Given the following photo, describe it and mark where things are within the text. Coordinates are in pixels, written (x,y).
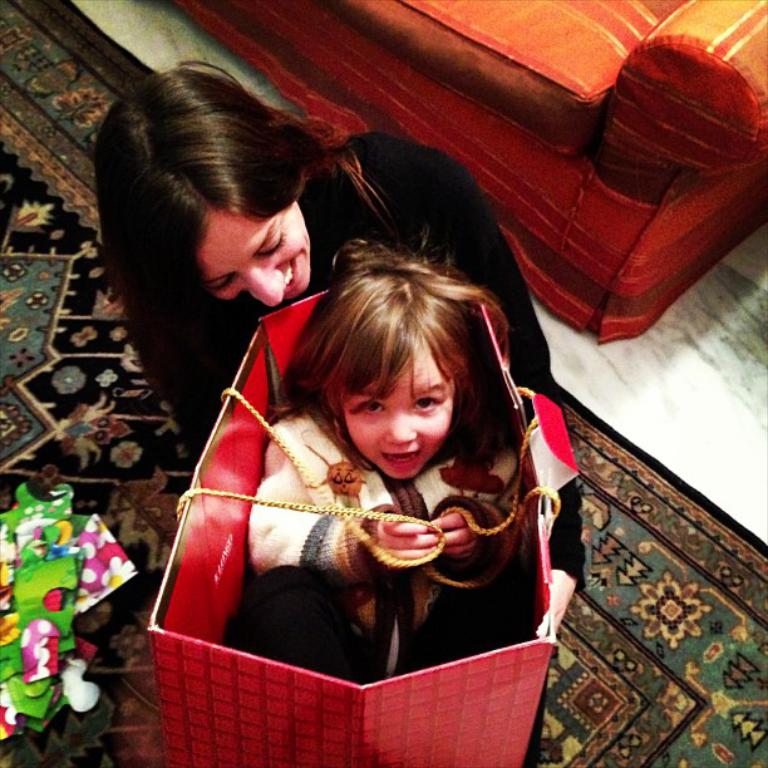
In the foreground of this image (371,445), there is a girl (359,648) sitting in a bag (250,682). Behind her, there is a woman (321,216) sitting on the mat (597,616). We can also see few puzzle pieces (55,643) on the mat (53,347). In the background (634,86), there is a couch (604,95) on the floor (677,372).
